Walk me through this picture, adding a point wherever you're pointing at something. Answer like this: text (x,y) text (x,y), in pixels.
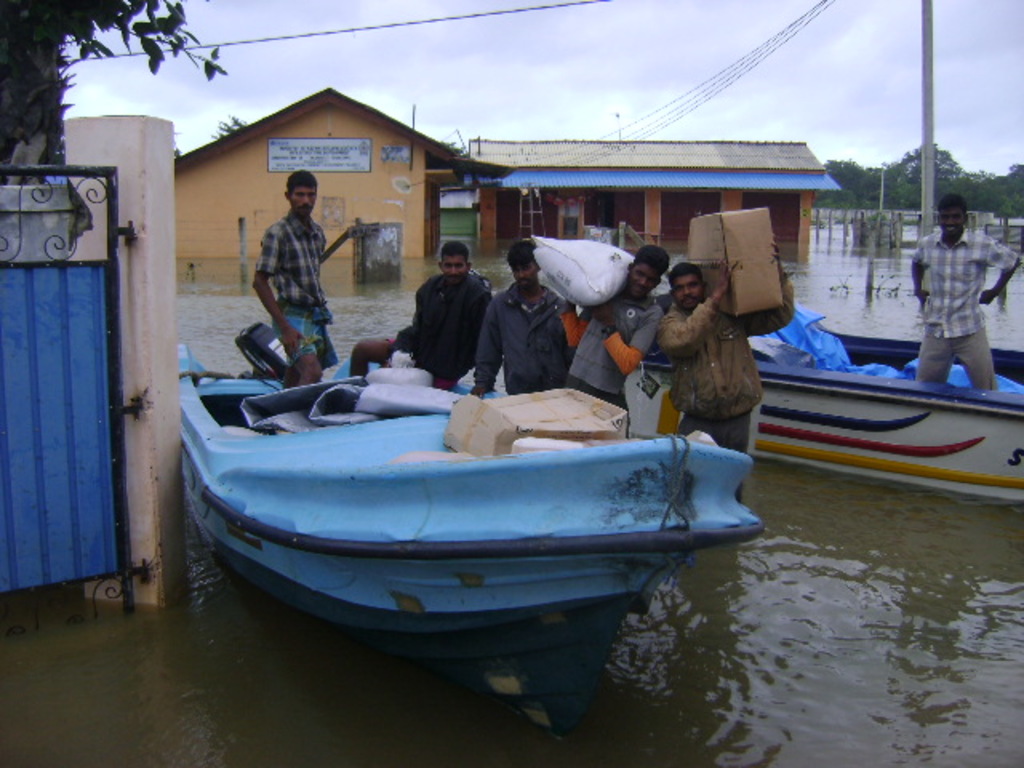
In this image I can see the water (909,616), few boats (561,525) which are blue, white, red, yellow and black in color on the surface of the water (864,580). I can see few persons (643,321) standing in the water (857,593) and few persons (312,336) in the boat (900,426). In the background (669,138) I can see few buildings (472,177), a pole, few wires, few trees (1,27) and the sky (495,76).
